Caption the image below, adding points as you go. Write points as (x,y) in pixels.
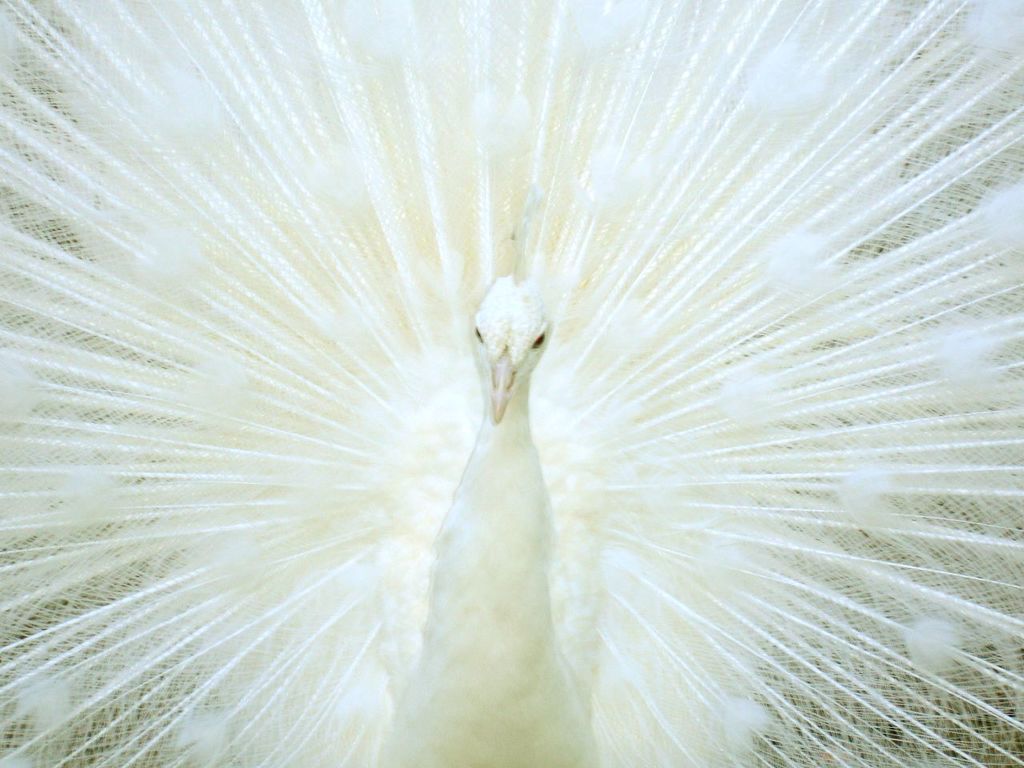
In this picture we can see a beautiful view of the close white peacock (673,468) with feathers (520,153).
